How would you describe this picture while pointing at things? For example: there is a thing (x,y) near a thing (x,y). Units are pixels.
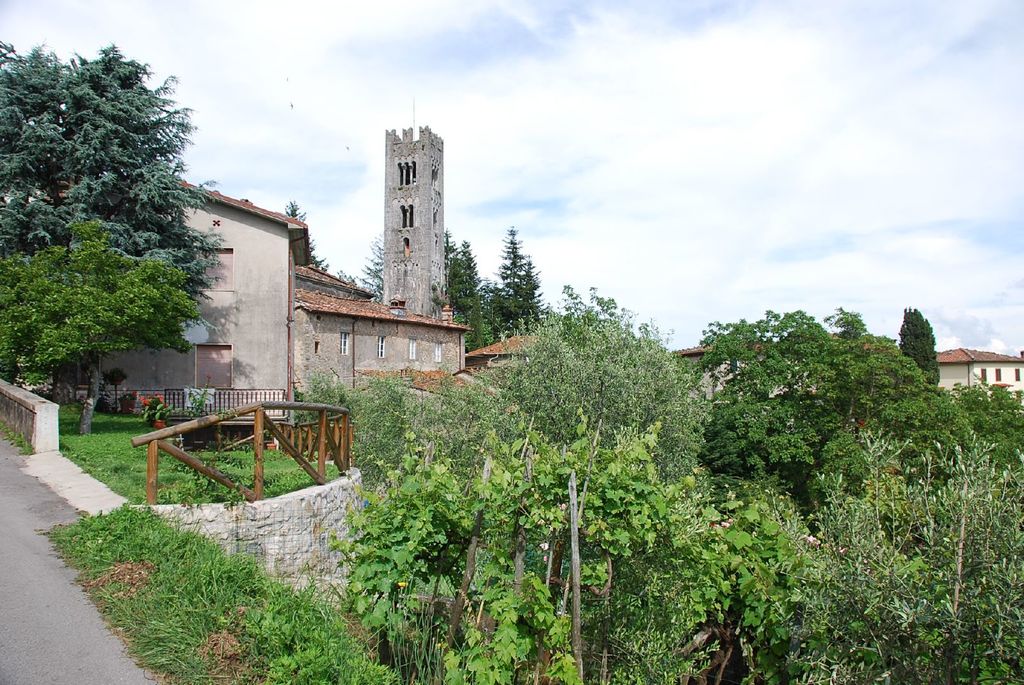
In this picture we can see the buildings (361,304) and monument (404,285). On the left (322,408) we can see the wooden fencing (260,444), plants (251,453) and the road (17,605). At the bottom (117,598) we can see the leaves (955,597), plants (895,670) and trees (972,581). At the top (881,92) we can see the sky (904,146) and clouds (884,106).
